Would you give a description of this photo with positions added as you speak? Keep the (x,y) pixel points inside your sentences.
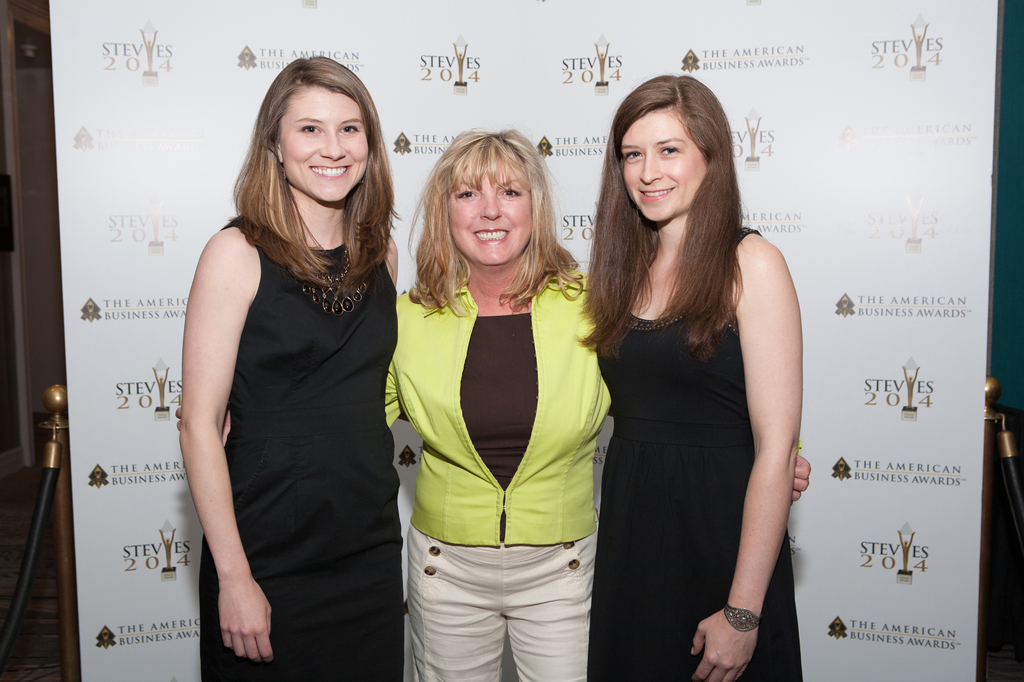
In the center of the image (536,355) we can see three ladies (429,294) standing and smiling. In the background (835,138) there is a board (192,248).
